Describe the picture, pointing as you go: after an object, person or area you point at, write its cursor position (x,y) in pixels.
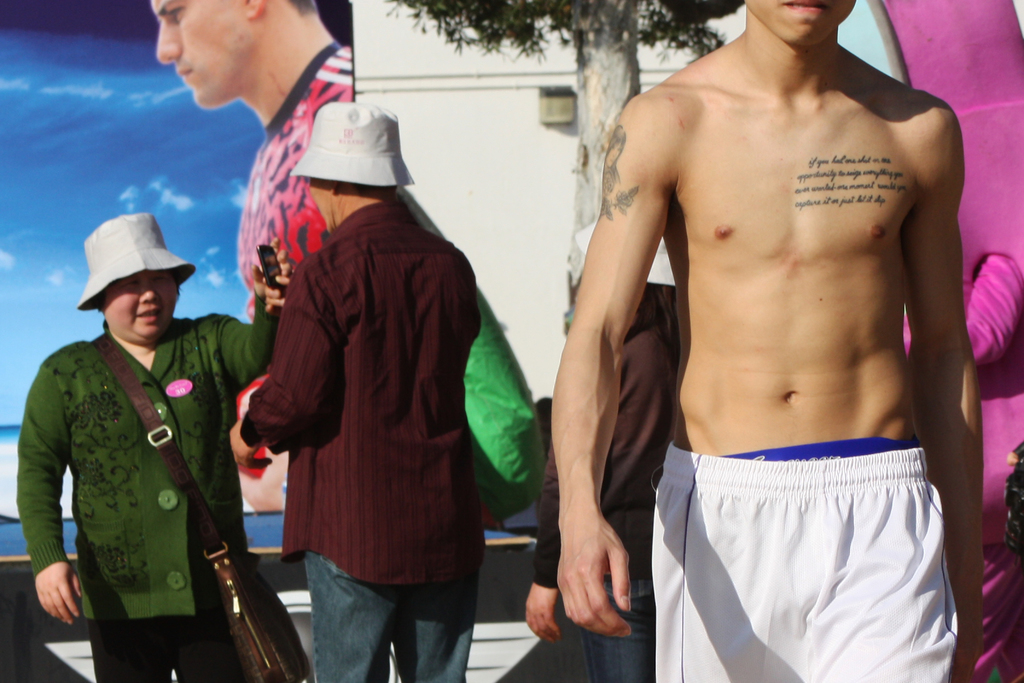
In this image there are a few people (423,450) standing. The man (696,346) to the right (778,273) is walking. There are tattoos (616,155) on his body (658,162). To the left (89,468) there is a woman (91,473) standing. She is wearing a bag (271,639) and a hat (149,246). Behind her there is a banner (125,109) on the wall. On the banner (86,95) there are pictures (77,170) of a man (274,79), sky (117,148) and the ground (2,465). In the background (591,60) there are trees (596,36) and wall (458,157) of a building (445,167).
